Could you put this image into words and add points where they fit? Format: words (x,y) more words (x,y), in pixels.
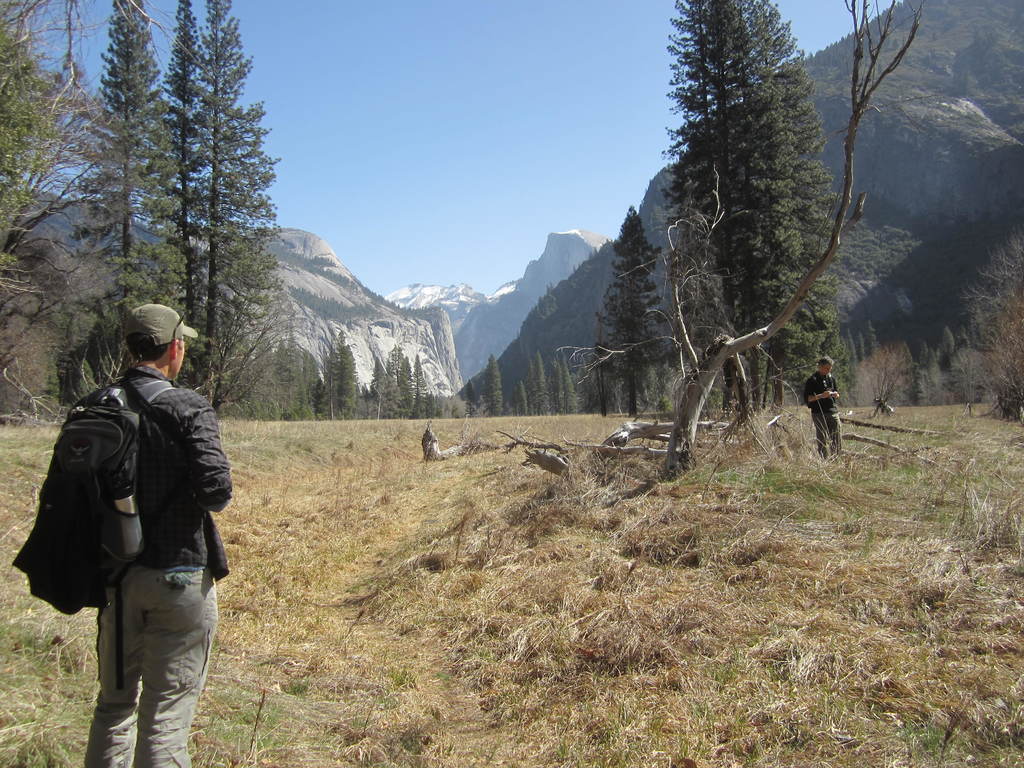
On the left side (151,495) a person (145,547) is standing and a carrying a bag (109,566) on the shoulders (171,414) and there is a cap (159,322) on the head (146,346). In the background (815,174) there are trees (10,57), grass (650,525) and logs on the ground (650,525), mountains (541,299) and sky (551,219).
